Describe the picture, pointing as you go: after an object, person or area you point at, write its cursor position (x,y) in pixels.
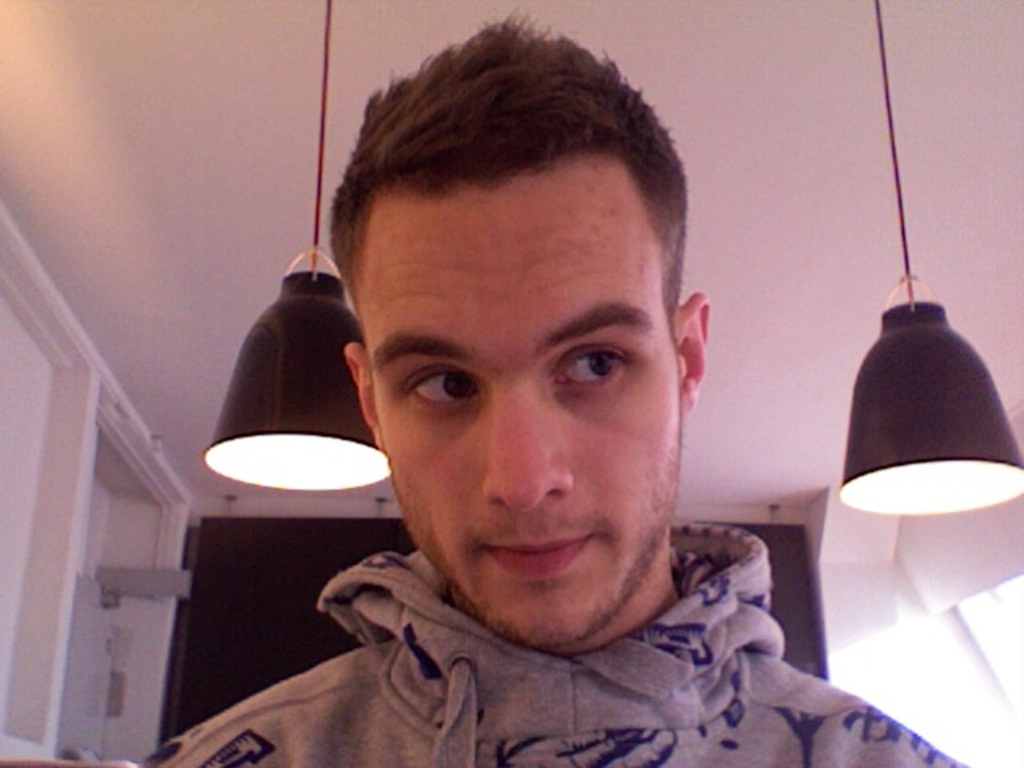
In the image we can see there is a man (550,333) wearing ash colour hoodie (541,711) and there are lightings (907,409) on the top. Behind there is a black board (275,591) on the wall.
